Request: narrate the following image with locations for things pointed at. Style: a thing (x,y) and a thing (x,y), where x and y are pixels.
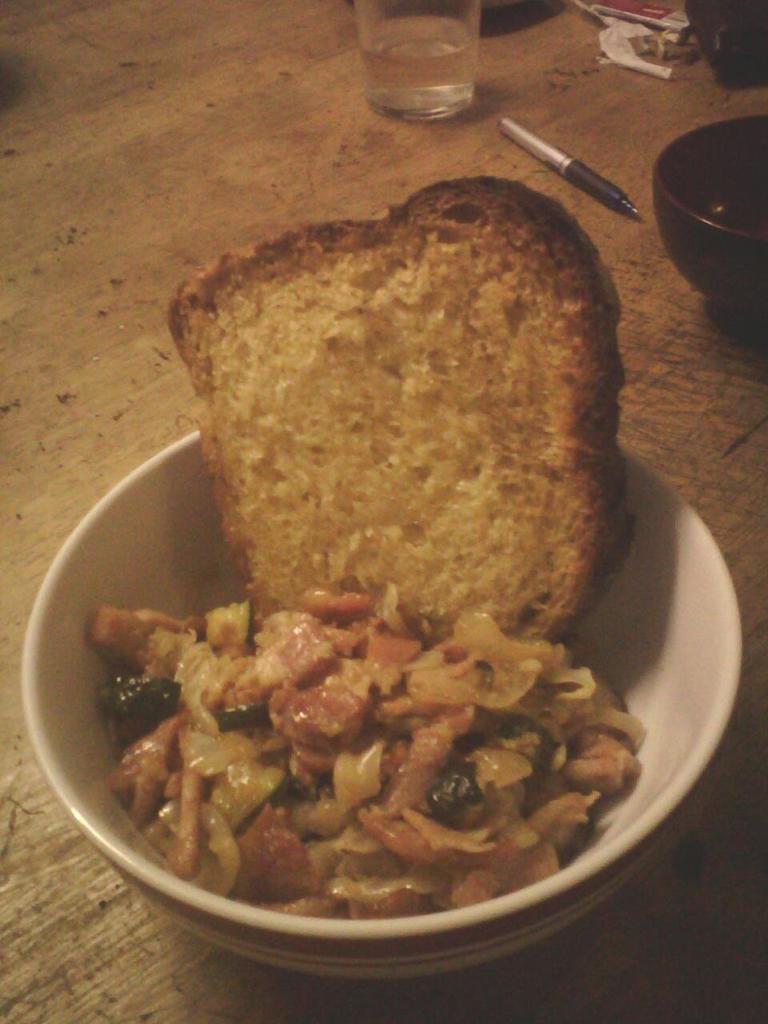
In this picture I can see food items (452,620) in a white color bowl (631,571). In the background (471,54) I can see a glass (459,30) and some other objects (590,186) on the wooden surface (77,339).
